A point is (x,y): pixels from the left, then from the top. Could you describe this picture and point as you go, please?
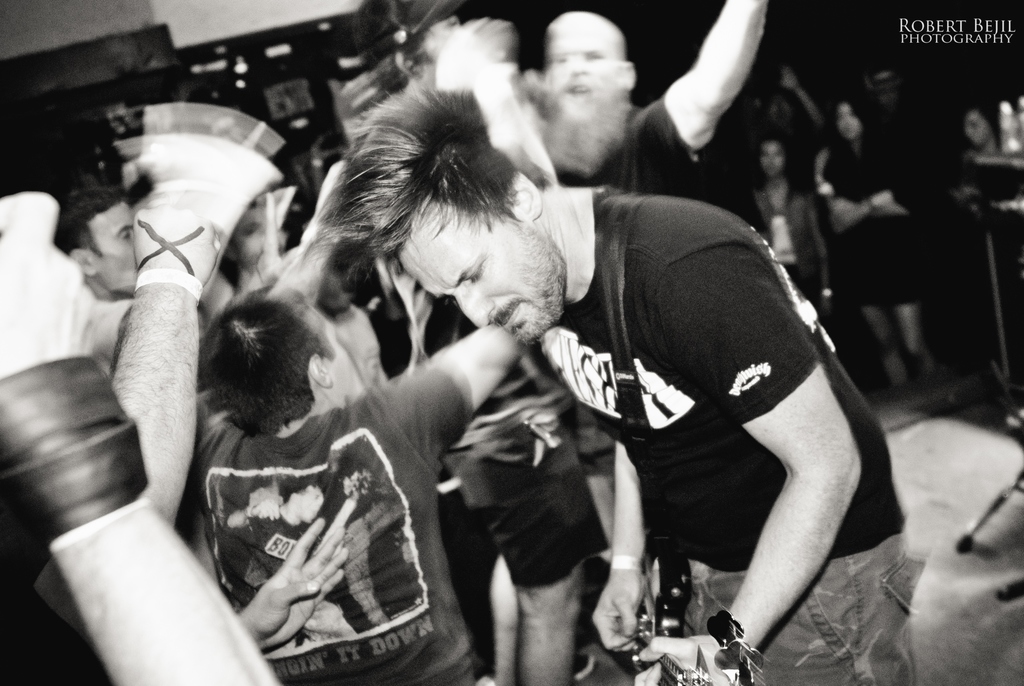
In this image in the front (608,415) there is a man (643,495) standing and playing a musical instrument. In the background (780,162) there are few persons (318,373) is dancing and standing.
